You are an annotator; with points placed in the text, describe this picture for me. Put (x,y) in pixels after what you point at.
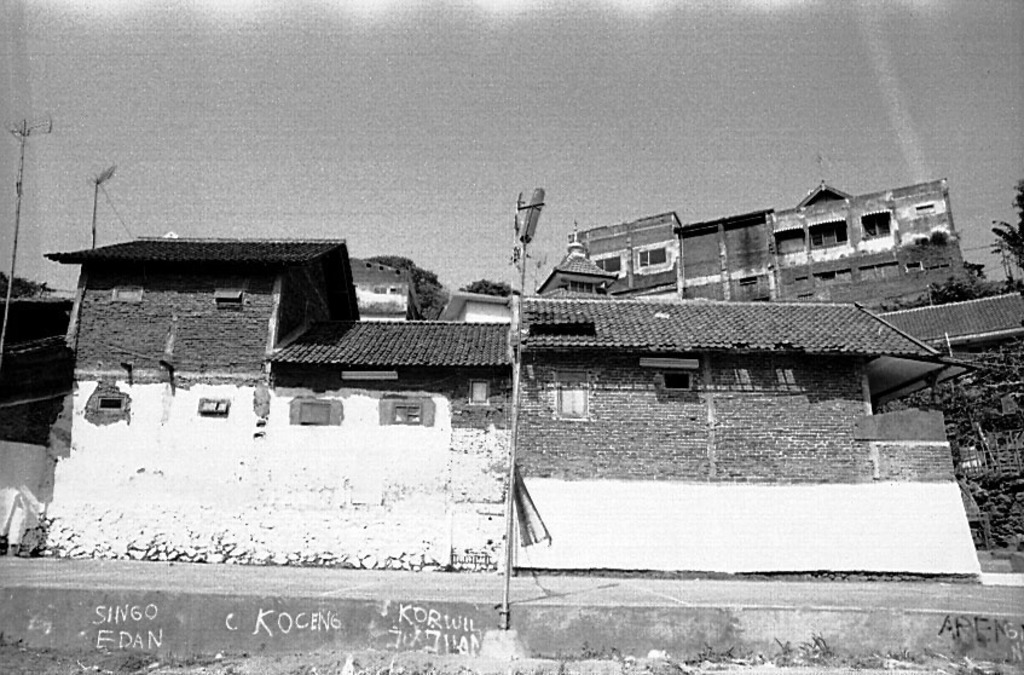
This is a black and white image in this image there is a pole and houses (622,228) and in the background (671,199) there is a sky (697,133).
